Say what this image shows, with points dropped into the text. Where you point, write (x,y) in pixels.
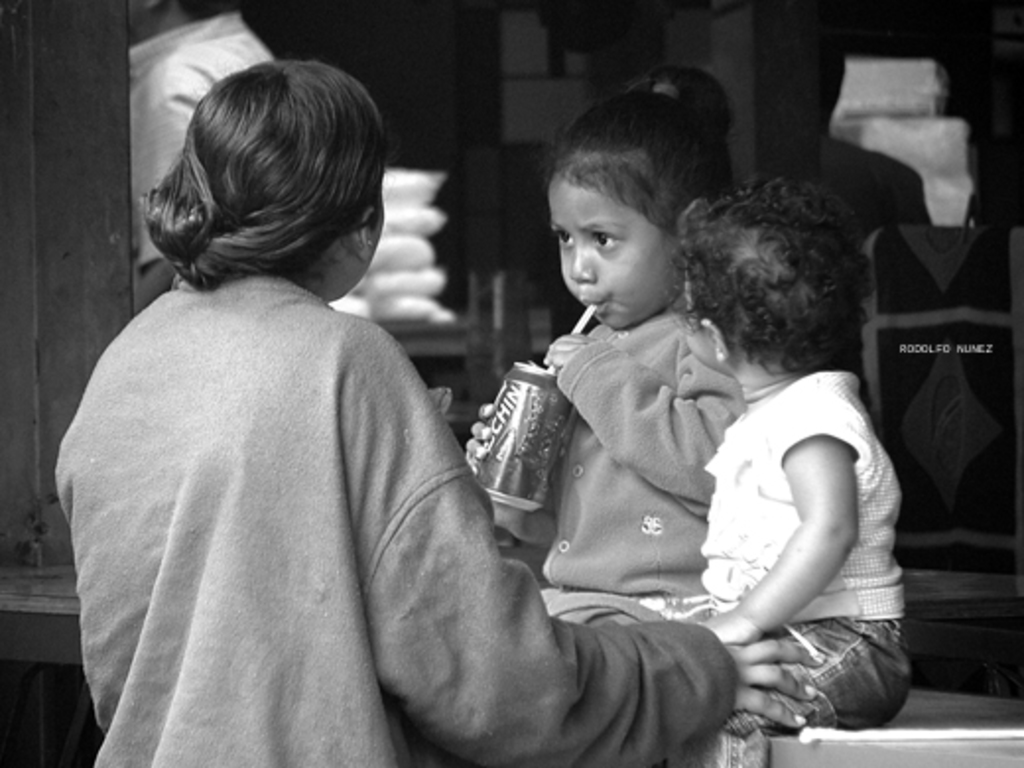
In this image we can see a woman (461,733) on the left side (325,163). Here we can see a girl (565,348) drinking the coke tin (515,424). Here we can see a baby (752,479) on the right side (808,411). This is looking like a wooden door (99,183) on the left side (99,183). Here we can see a man (192,68) on the top left side (139,50).
